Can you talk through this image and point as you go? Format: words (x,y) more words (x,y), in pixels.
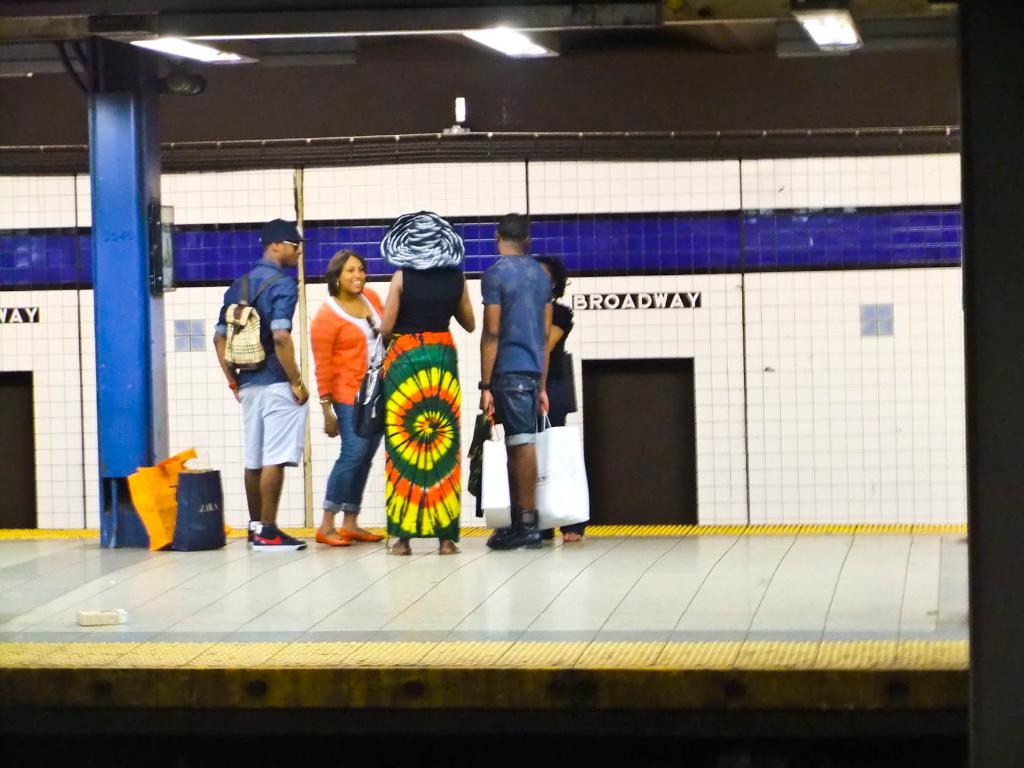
In this picture there are few persons (410,382) standing and there are two carry bags (174,506) in the left corner (186,500) and there is a wall (543,219) in the background (588,213).
